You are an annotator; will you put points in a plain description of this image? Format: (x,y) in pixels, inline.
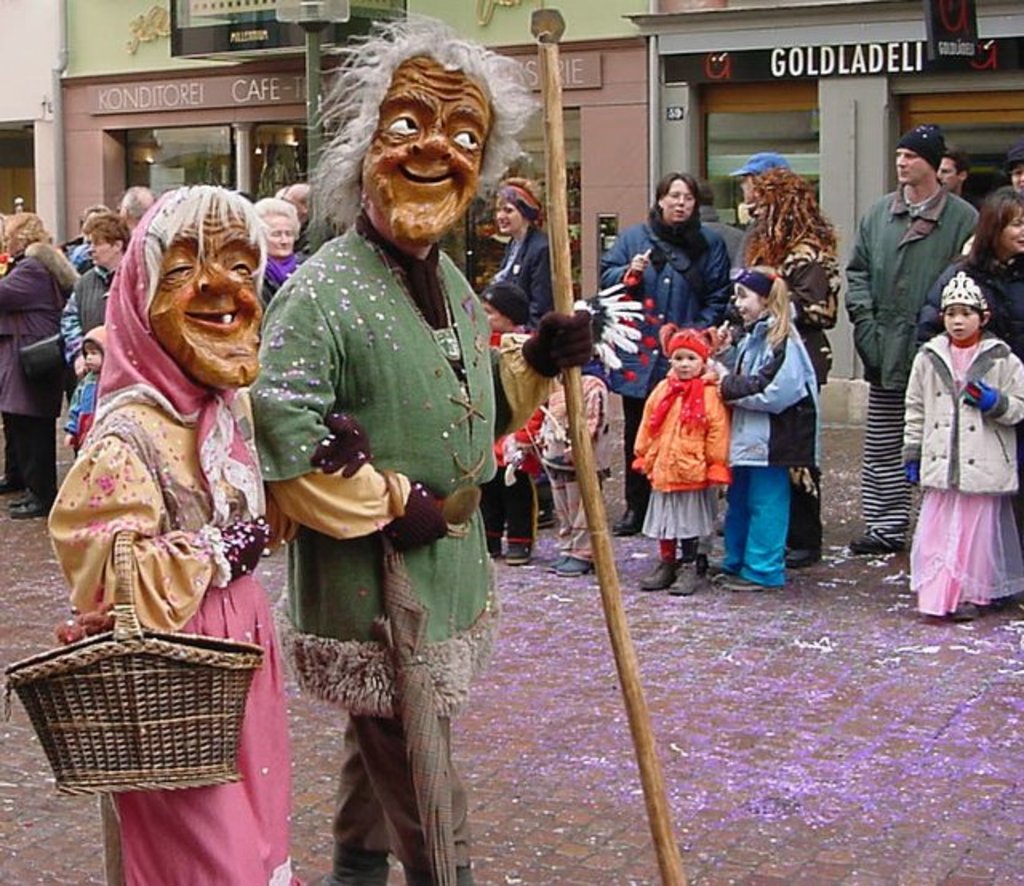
In this picture I can observe two members (338,424) wearing masks (446,135) on their faces (429,201). In the background (30,279) I can observe some people (51,283) standing on the road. There are men (400,340) and women (682,295) in this picture. In the background (264,87) I can observe building (636,89).
